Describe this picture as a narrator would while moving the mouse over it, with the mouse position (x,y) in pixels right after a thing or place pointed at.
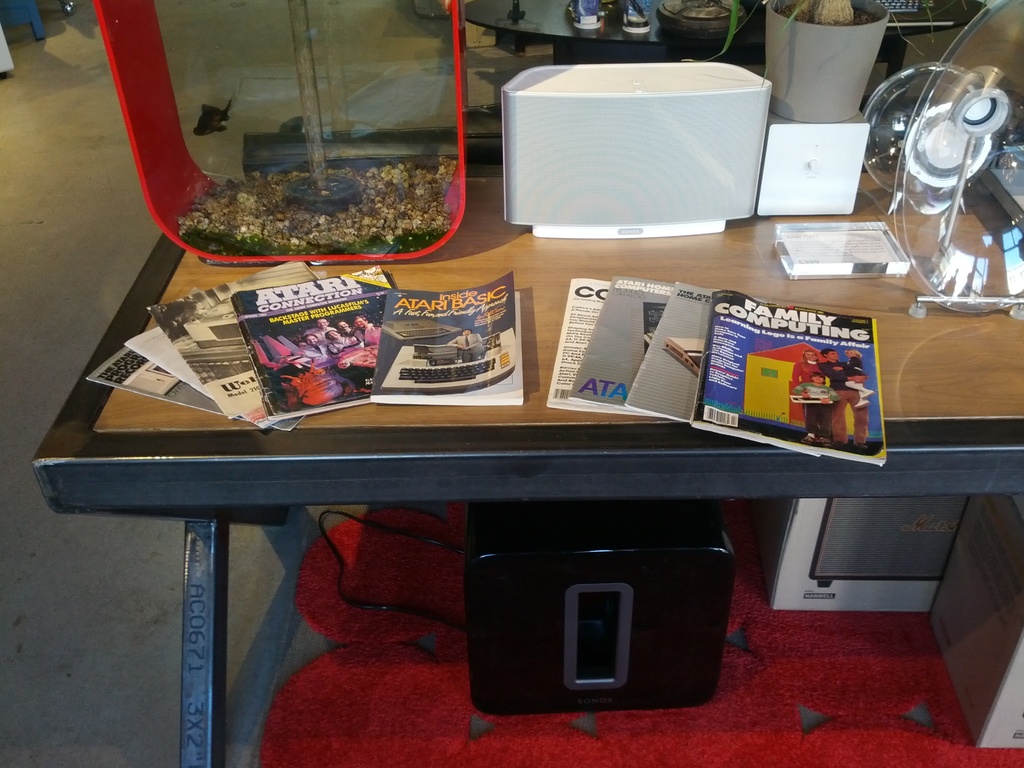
This picture is taken inside the room (621,584). In this image, we can see a table (490,473), on that table (370,435), we can see some books (305,364) and some glass instrument (966,127), few boxes (685,167), under the table (824,486), we can also see a black color electronic box (561,611) and a red color mat (425,721). On the left side (275,88), we can see a tank (254,34). In the background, we can also see another table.
